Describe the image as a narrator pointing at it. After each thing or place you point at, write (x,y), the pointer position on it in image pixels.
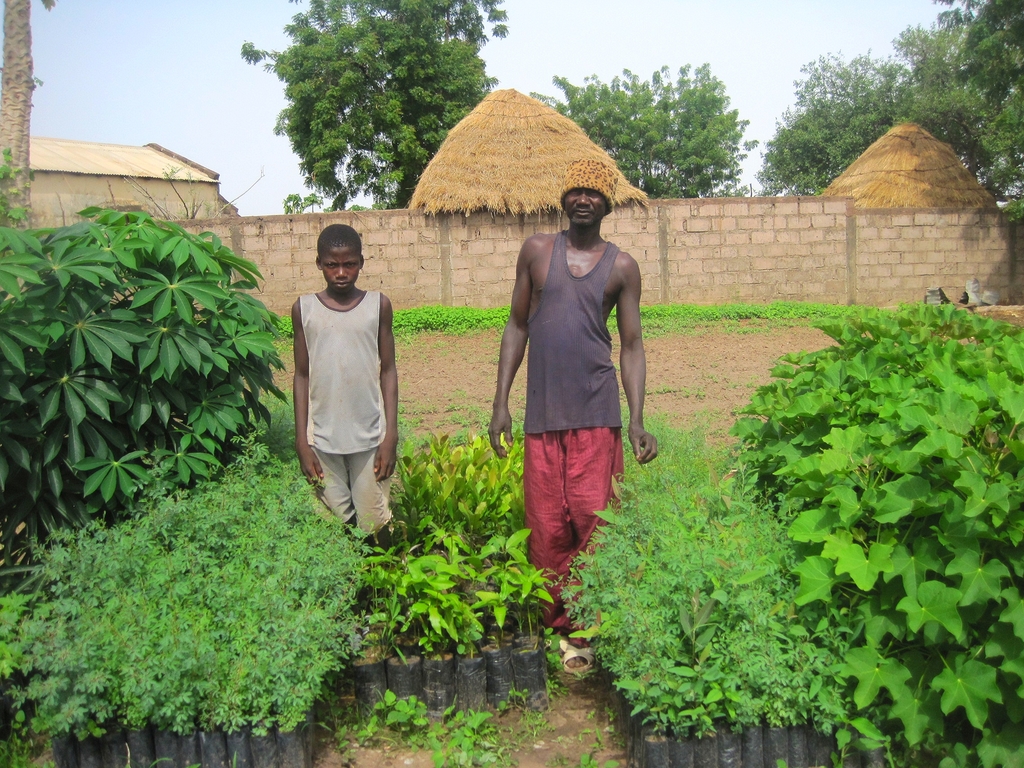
In the center of the image (611,393), we can see people (559,377) standing and one of them is wearing a cap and in the background (497,269), there are trees (444,38), plants (509,588), sheds (907,200), some objects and there is a wall (742,225). At the top (681,41), there is sky (671,51).
